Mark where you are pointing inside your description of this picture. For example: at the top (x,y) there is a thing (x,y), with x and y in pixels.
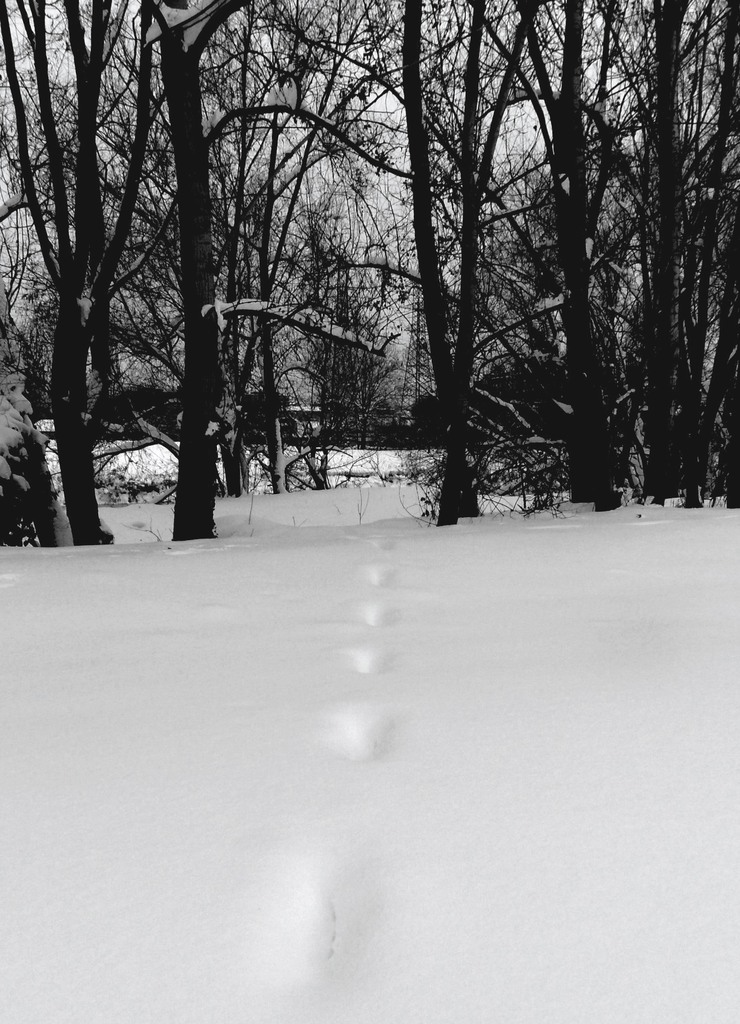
In this image, we can see snow (377,716) on the ground (474,697) and there are some trees (428,215).
